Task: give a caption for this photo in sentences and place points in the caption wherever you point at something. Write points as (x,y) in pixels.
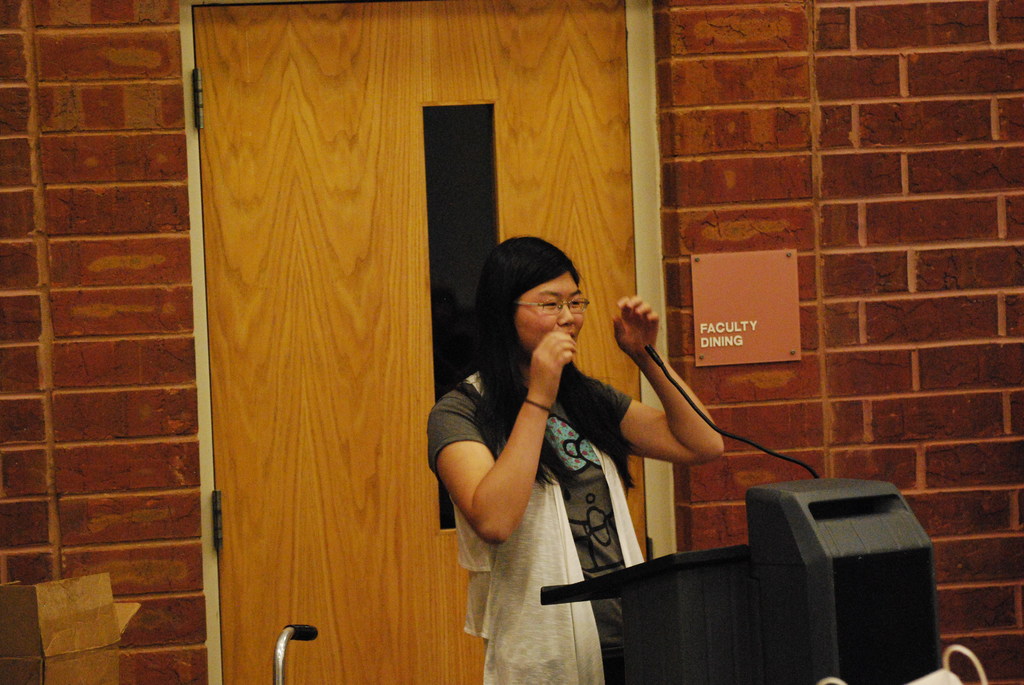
In this image, we can see a woman (555,364) standing and she is wearing specs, there is a black color microphone (755,445), in the background (348,539) there is a wooden door (405,161) and we can see a brick wall (827,173).
